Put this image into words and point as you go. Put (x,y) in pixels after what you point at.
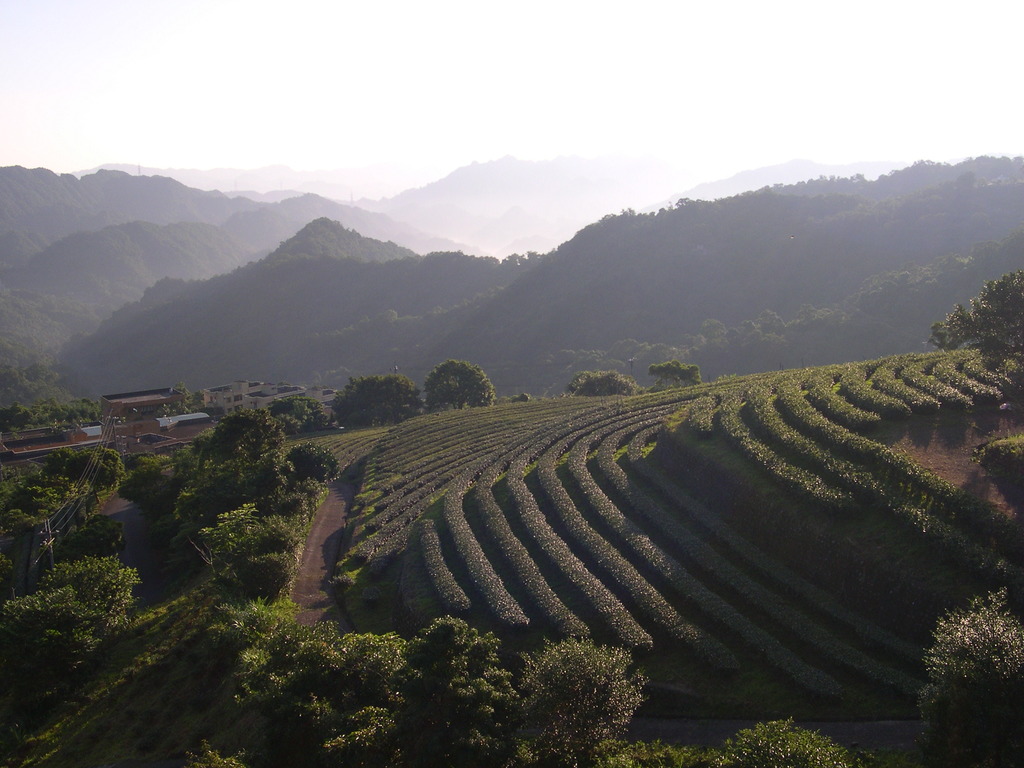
There is a tree plantation (639,462). There is a road (310,532) and there are many trees (450,695) and plants (152,628). Also there is an electric pole (52,536) with wires (84,492). In the back (153,407) there are buildings (260,395). Also there are hills (349,226) and sky (333,96).
